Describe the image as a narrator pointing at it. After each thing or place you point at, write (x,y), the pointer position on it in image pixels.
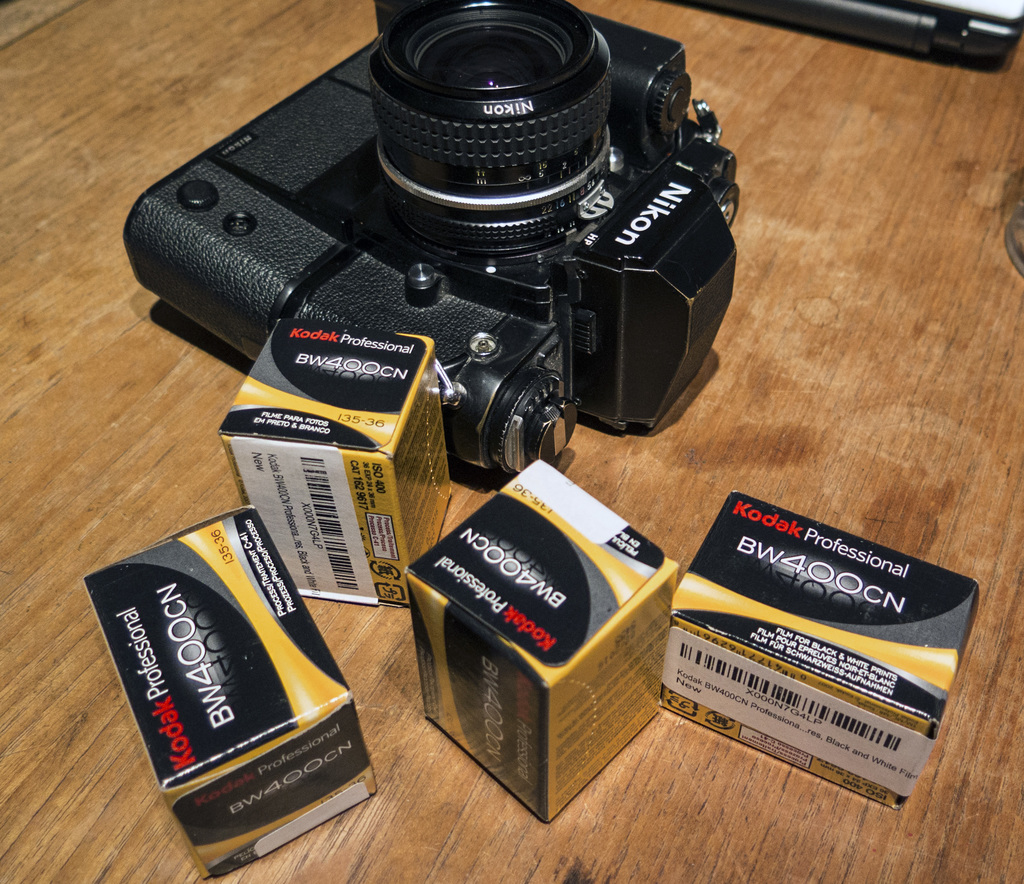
In this picture I can see the brown color surface (20,109) in front and I can see 4 boxes (330,401) and a camera (431,242) and I see something is written on these things (480,245). On the top right of this picture (835,33) I can see a grey color thing (806,10).
